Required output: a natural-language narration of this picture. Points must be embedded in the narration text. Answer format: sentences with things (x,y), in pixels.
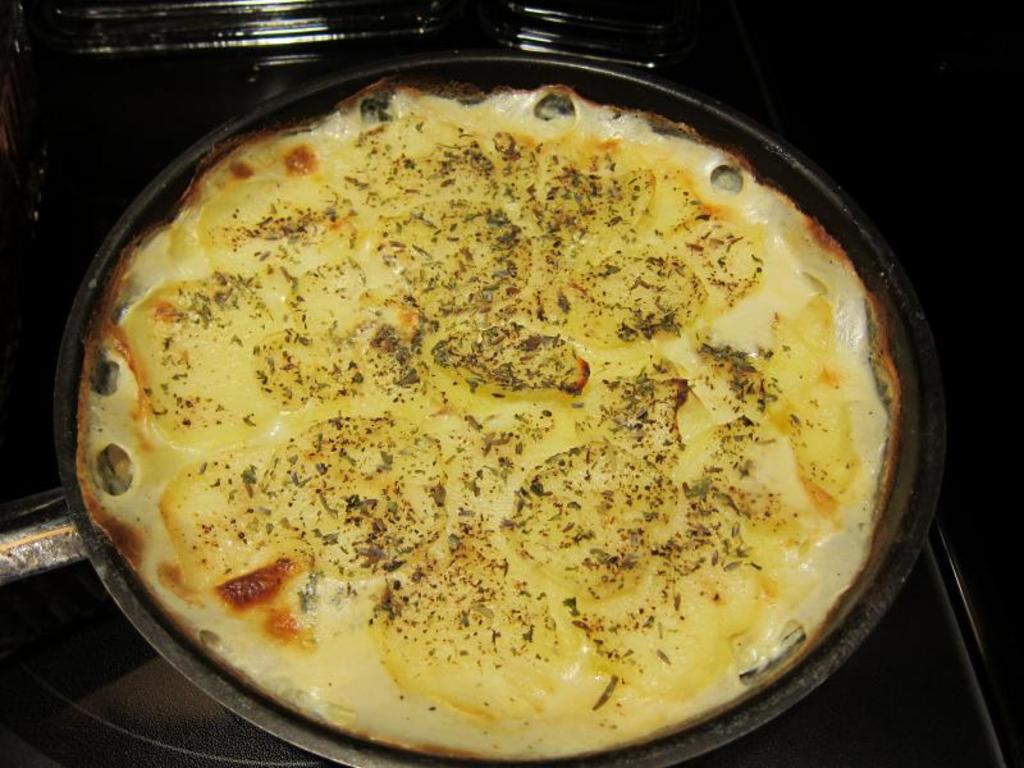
In this image we can see a pan (505,389) with a food item (505,389). In the background of the image (11,30) there are objects (15,148).
